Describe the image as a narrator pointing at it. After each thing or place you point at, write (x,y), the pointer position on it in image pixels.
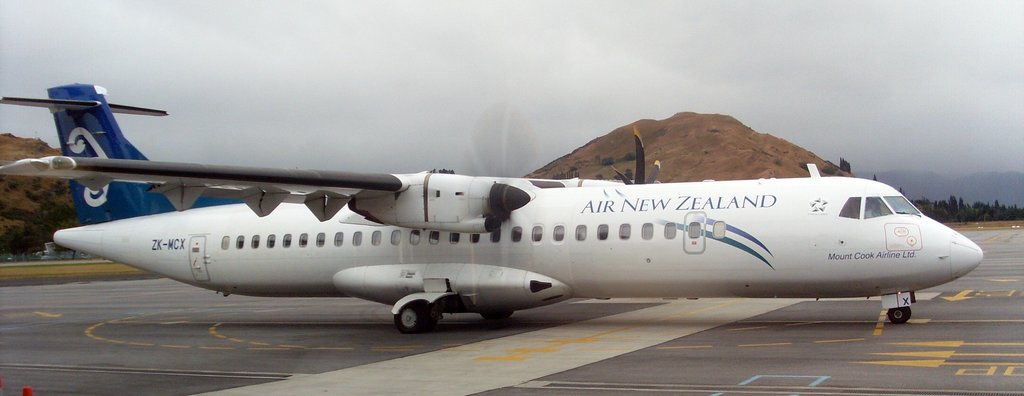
This picture shows an aeroplane (480,193) and we see rocks (627,139) and few trees (954,204) and a cloudy Sky (856,106). It is white and blue in color.
